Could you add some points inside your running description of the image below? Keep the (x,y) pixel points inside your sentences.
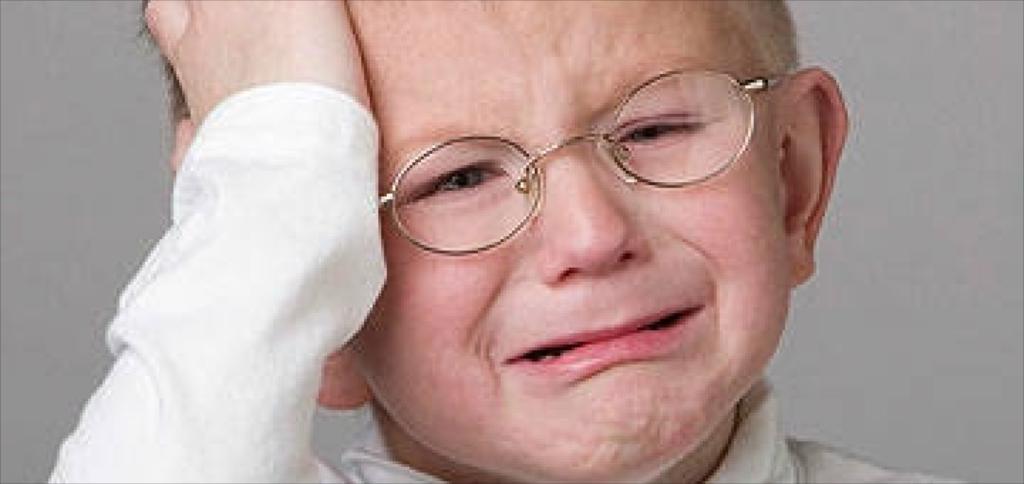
In this image there is a kid (497,195) with spectacles (668,137) is crying.
